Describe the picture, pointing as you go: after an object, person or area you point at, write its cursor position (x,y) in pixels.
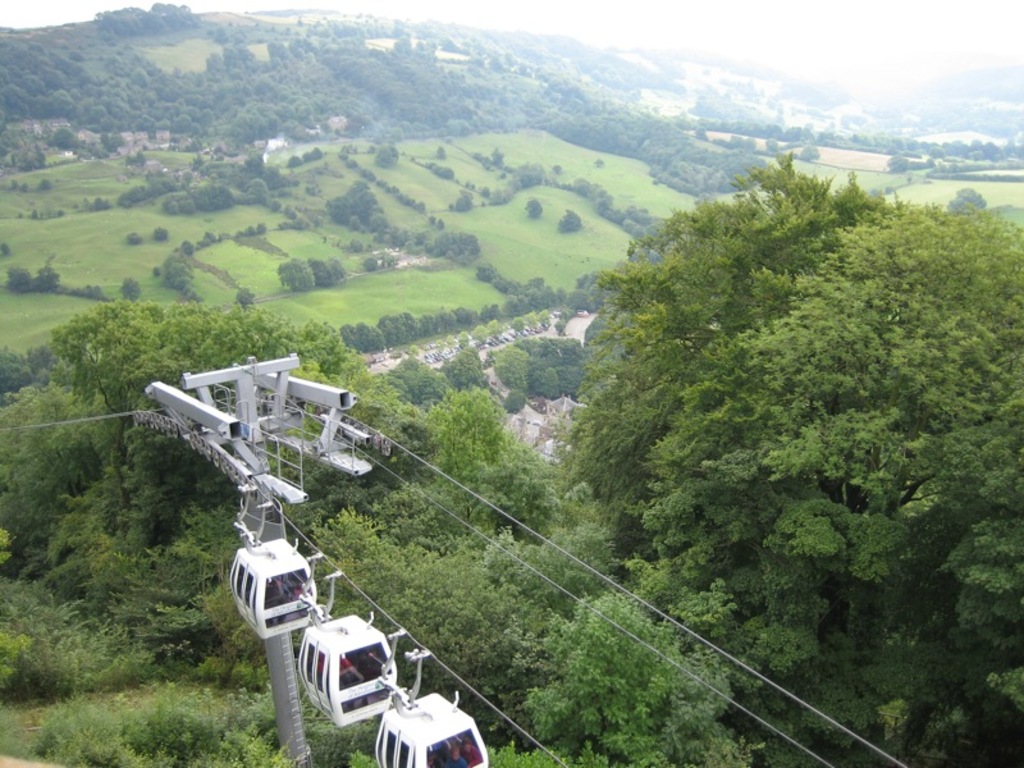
In this picture we can see the ropeway (266,579), pole (269,510), trees (710,538), hill (305,139) and the sky (49,2).
